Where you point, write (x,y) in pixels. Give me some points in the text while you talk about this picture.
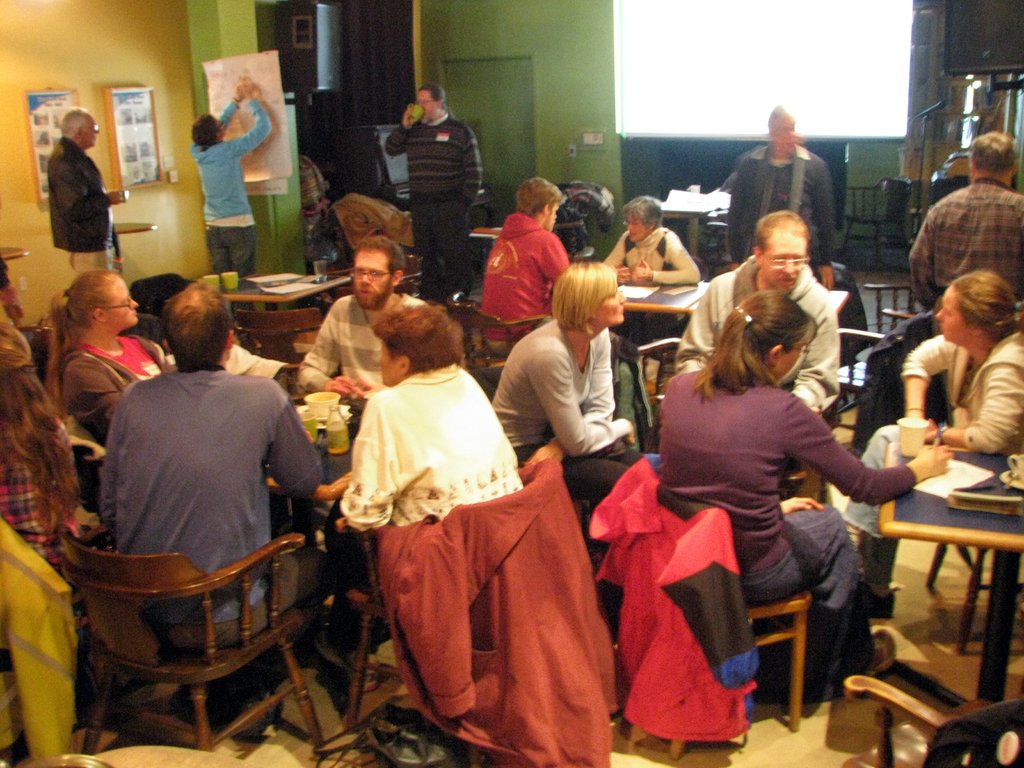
There are few people (317,376) sitting on the chairs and few people (769,190) standing. These are the frames (125,106) and posters (218,72) attached to the wall (166,83). This is a table (250,285) with cups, papers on it. These are the jerkins (519,565). I can see few empty chairs (881,287). This looks like a speaker (302,44) attached to the wall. I can see some objects (356,208) here. This is the mic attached to the mike stand (917,178).
